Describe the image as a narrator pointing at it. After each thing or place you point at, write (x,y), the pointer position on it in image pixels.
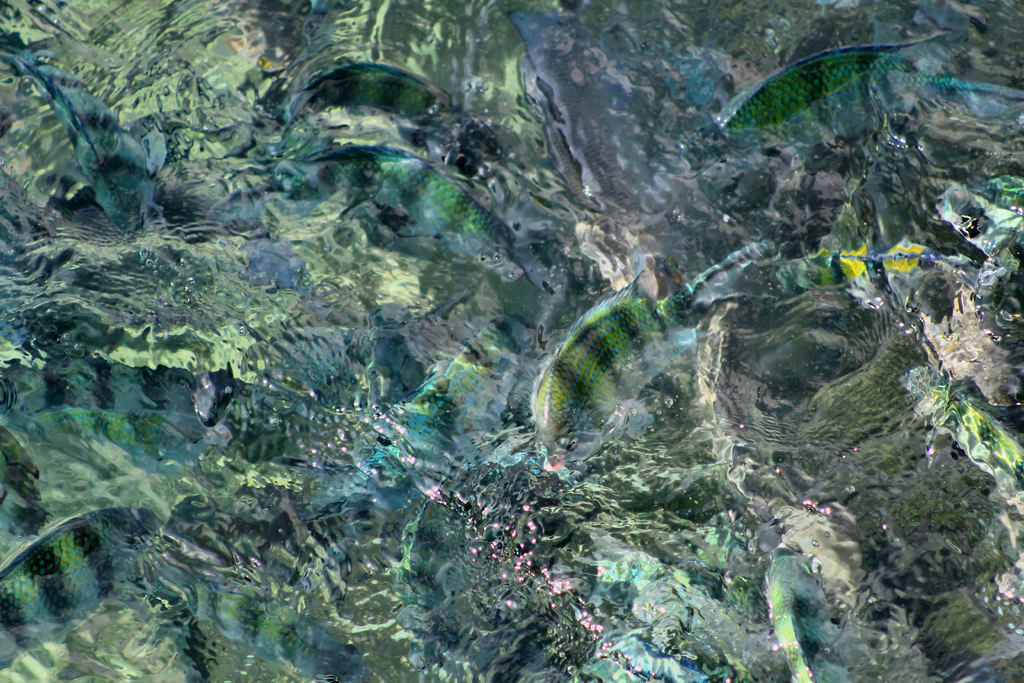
In this picture I can see many fishes (216,390) in the water (257,420) and they are swimming.
